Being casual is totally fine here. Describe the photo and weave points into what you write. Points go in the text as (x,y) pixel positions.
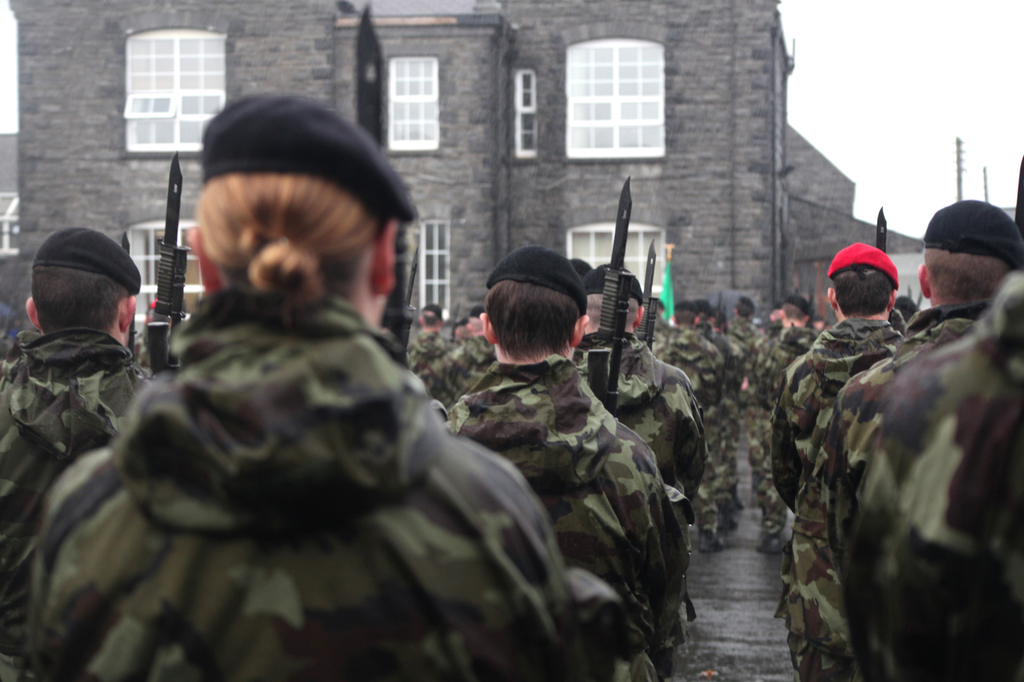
In this image, we can see a group of people (901,446) standing and holding weapons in their hands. In the background (573,128), we can see a building (562,194), glass window (659,232). At the top (933,143), we can see a sky (907,38).
